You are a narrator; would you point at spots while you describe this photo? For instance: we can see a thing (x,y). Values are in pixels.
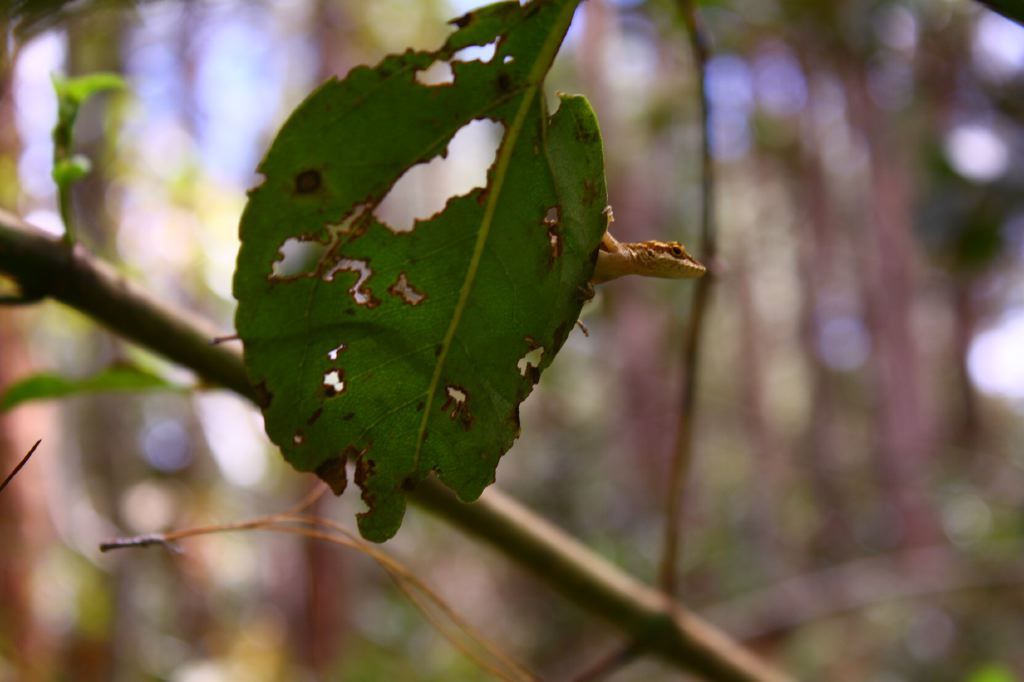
In this image there is a lizard (635,264) on the leaf (427,224), behind that there is a stem (45,266). The background (701,525) is blurred.
